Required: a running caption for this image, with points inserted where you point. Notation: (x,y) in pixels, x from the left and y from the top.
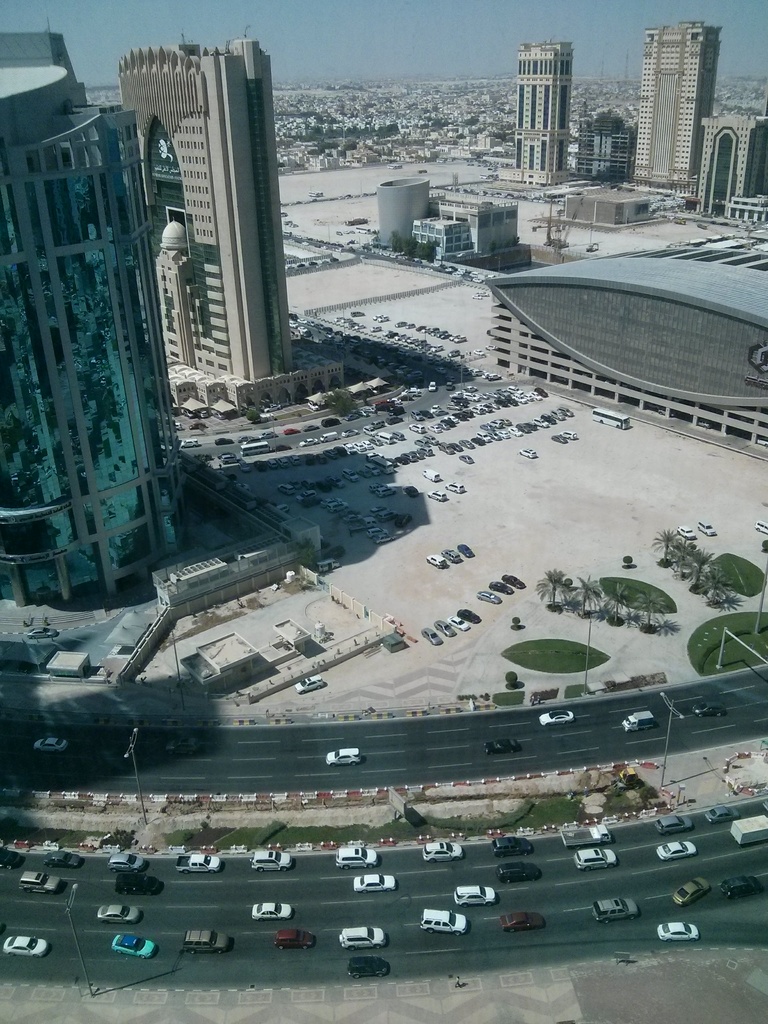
In this image there are some buildings (193,361) on the left side of this image (137,333) and right side of this image (544,325) as well. There are some cars (363,851) as we can see in middle of this image (435,500) and in the bottom of this image (265,855) as well. There are some trees (550,594) on the right side of this image (539,580) and there is a sky (364,56) on the top of this image (374,53).
